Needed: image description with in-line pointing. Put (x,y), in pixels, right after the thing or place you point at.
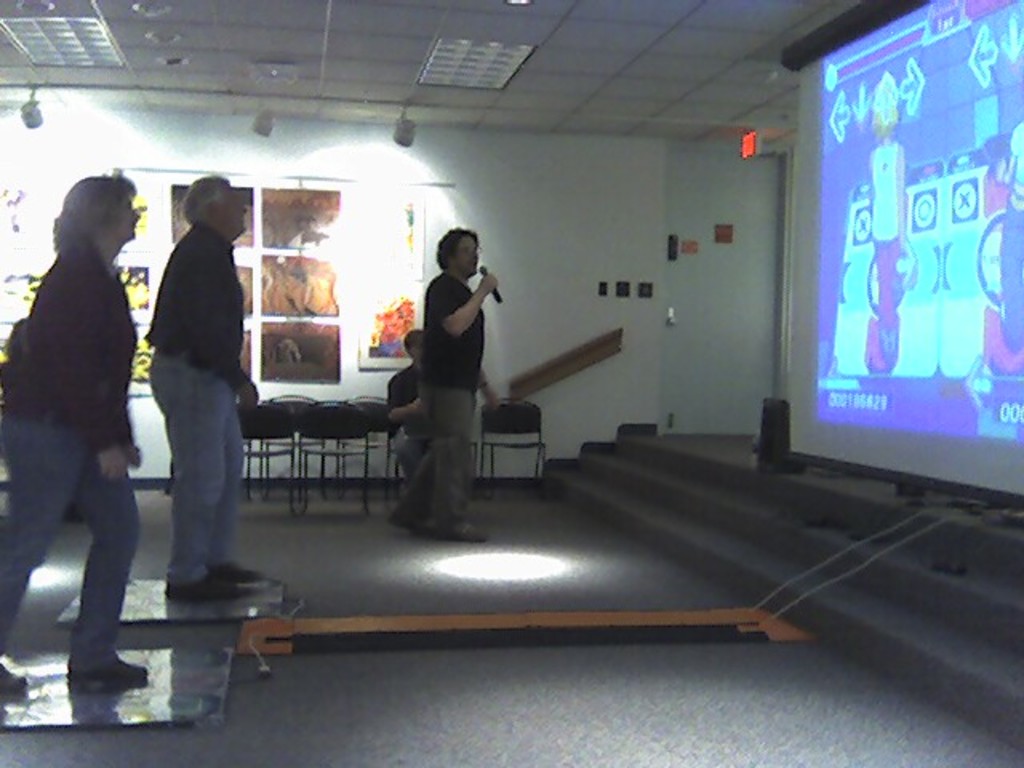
In this picture there is a person (473,365) wearing black T-shirt (460,365) is standing and speaking in front of a mic (482,277) and there is another person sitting beside him and there are two persons (114,415) behind him and there is a projected image (914,182) in the right corner (903,211).
